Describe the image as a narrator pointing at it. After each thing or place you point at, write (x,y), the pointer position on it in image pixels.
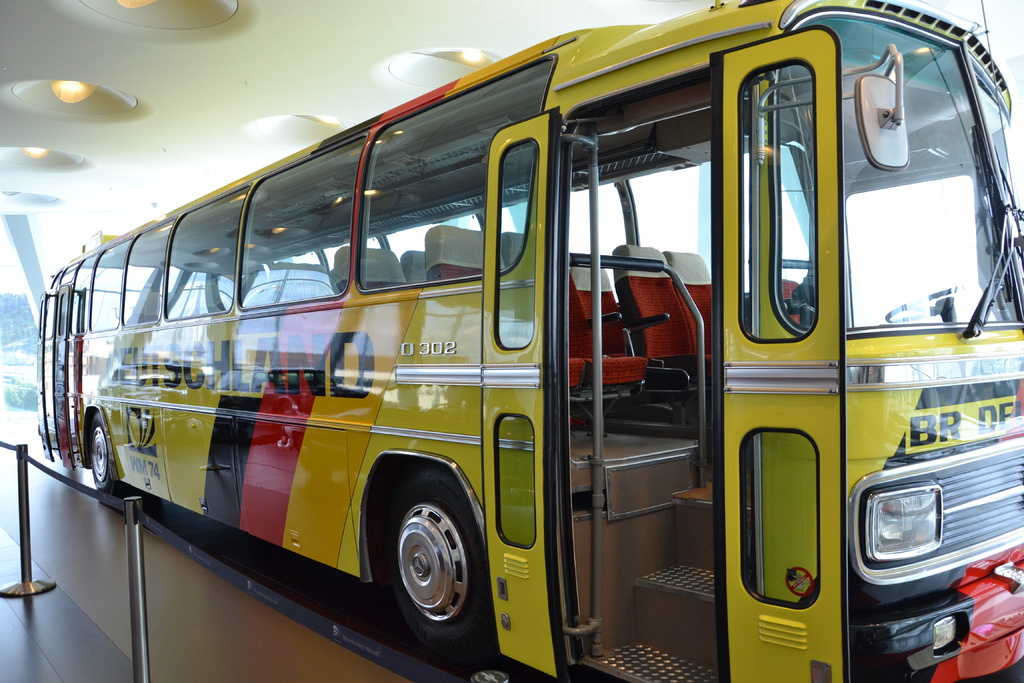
In the center of the image (653,411) we can see a bus (481,366) which is in yellow color. At the top (134,104) there are lights (63,101). At the bottom (161,563) there are poles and floor (81,632).
